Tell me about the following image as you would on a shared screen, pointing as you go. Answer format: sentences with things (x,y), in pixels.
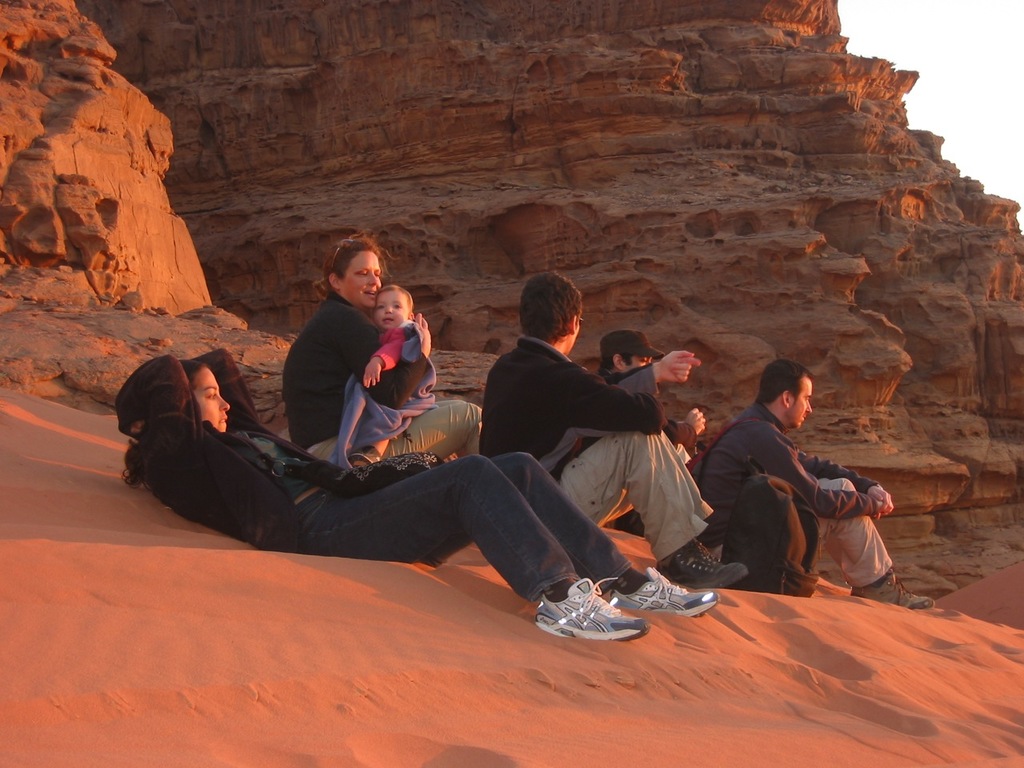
This picture is taken from outside of the city. In this image, in the middle (359,311), we can see a group of people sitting on the sand (744,696). In the middle (548,504), we can also see a person (182,404) lying on the sand (602,684). In the background (407,232), we can see some rocks (298,234). On the right side (961,22), we can also see white color, at the bottom (191,753), we can see a sand (65,595).
